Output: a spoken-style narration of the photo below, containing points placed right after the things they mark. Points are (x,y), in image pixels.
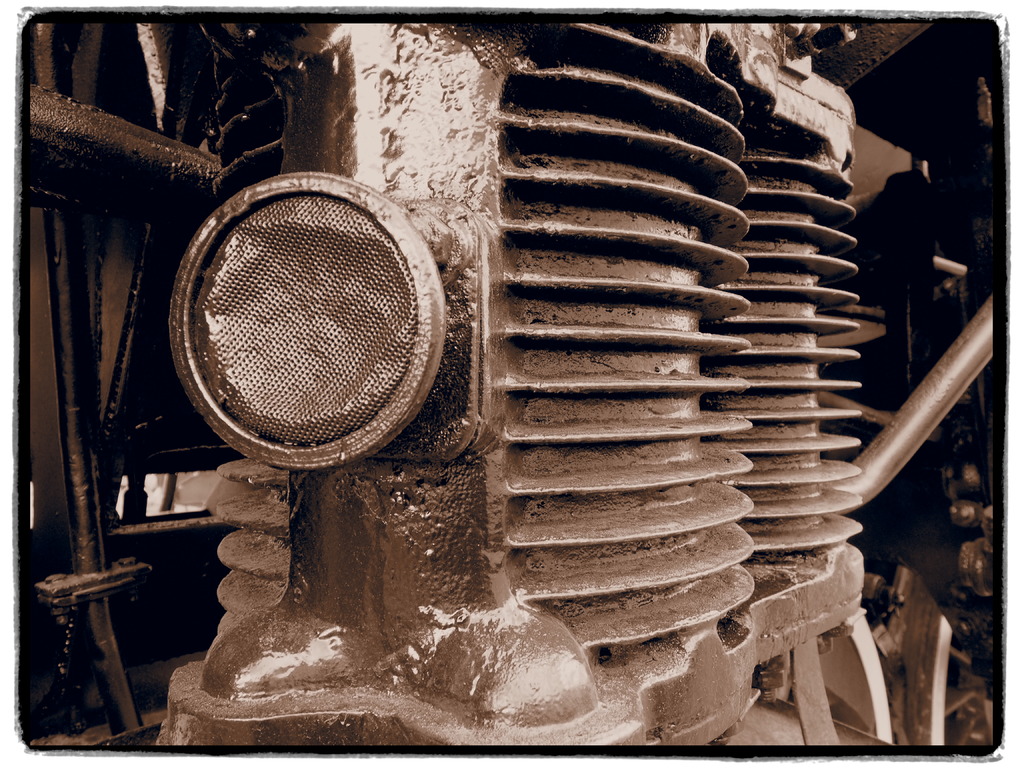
In this image I can see the machine (264,328) which is in brown color.
